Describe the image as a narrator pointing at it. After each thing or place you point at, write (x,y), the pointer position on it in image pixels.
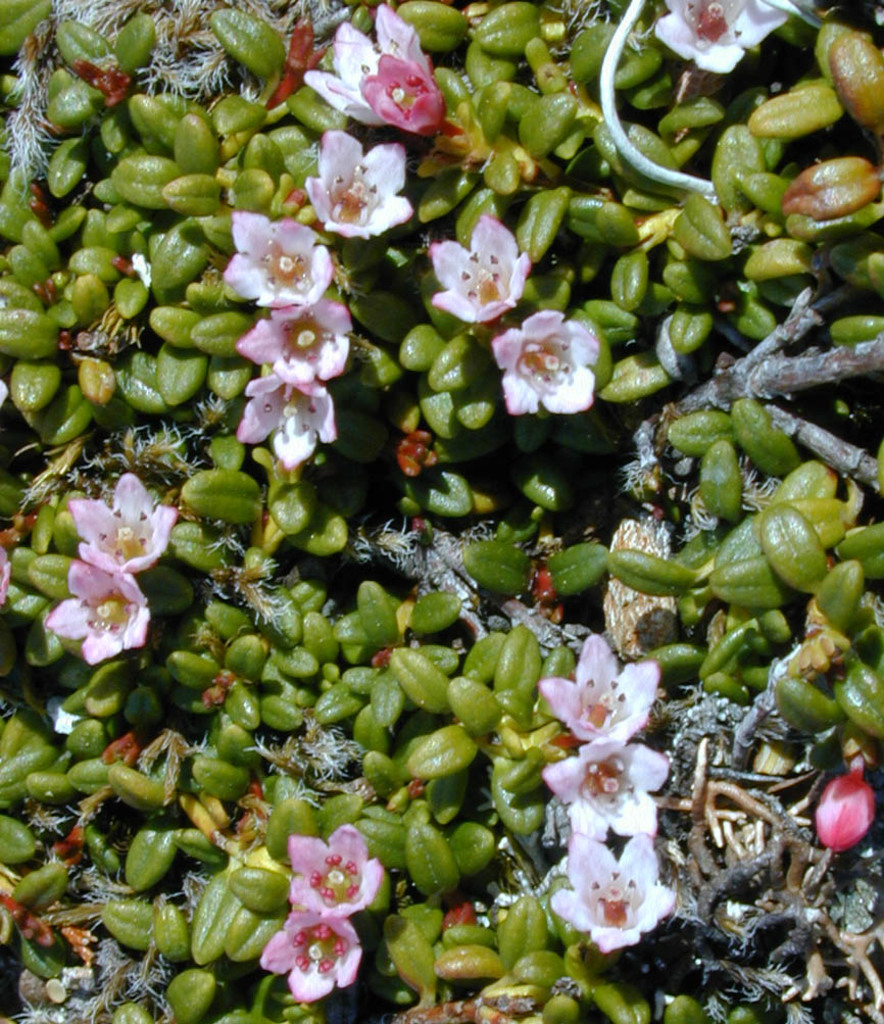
In this picture I can observe pink color flowers (263,393). There are some plants (334,818) on the ground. These plants (567,297) are in green color.
